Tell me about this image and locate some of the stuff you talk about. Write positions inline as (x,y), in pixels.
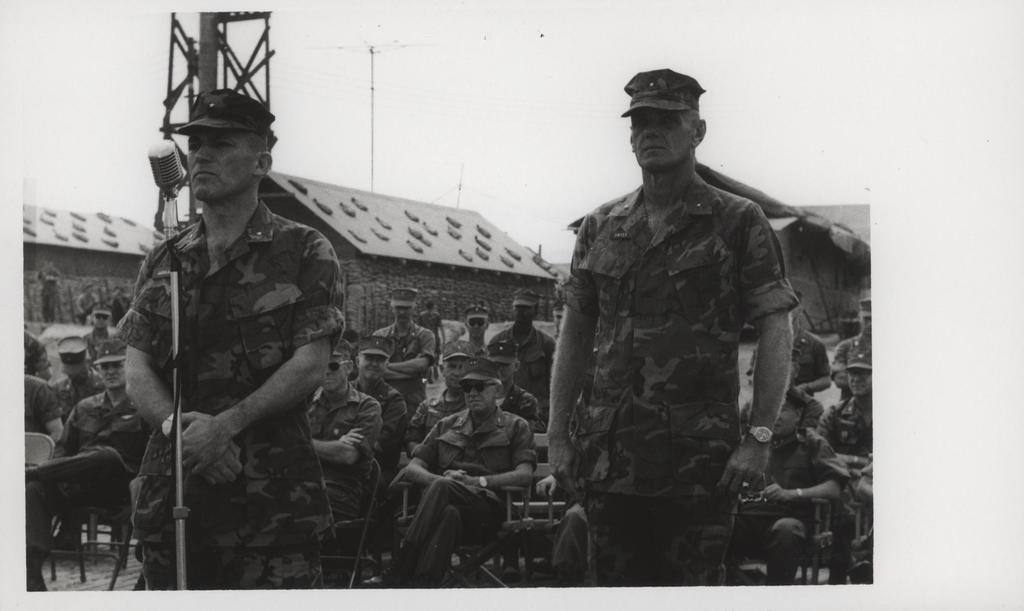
In this picture I can see there are two persons (265,489) standing, there is a microphone (160,176) at left side (160,139), there are a few people (92,334) sitting in the backdrop (120,372), there are few buildings (373,308). The image is in black and white image.
